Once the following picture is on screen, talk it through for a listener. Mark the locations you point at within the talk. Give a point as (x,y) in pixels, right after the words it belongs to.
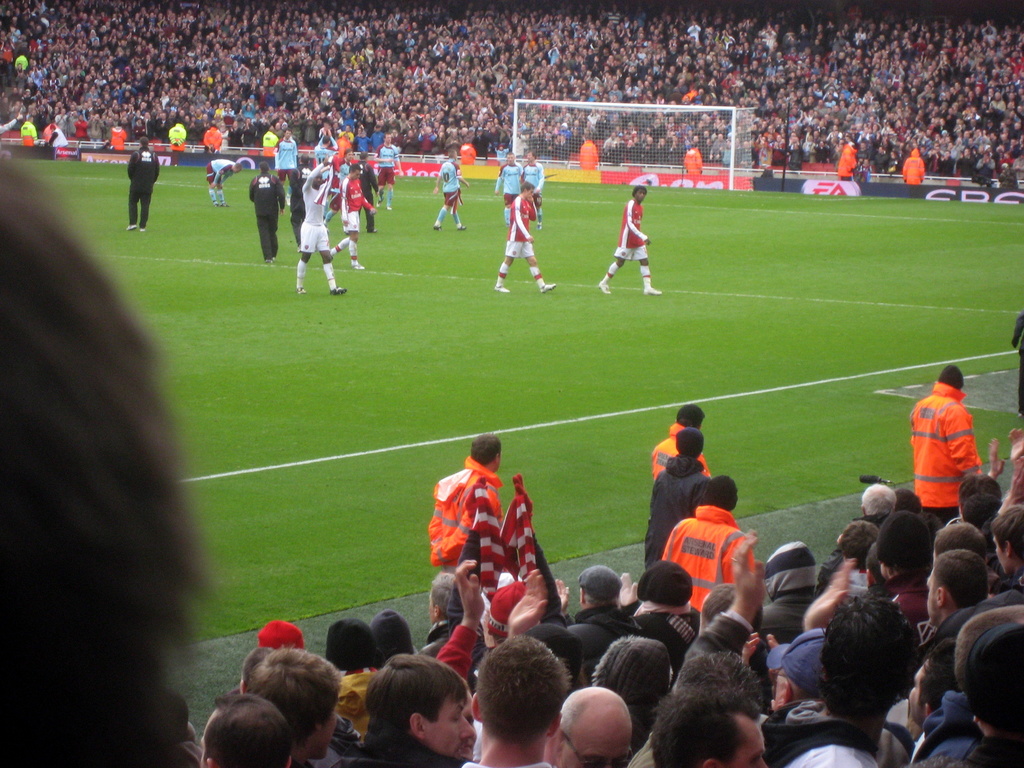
Here we can see group of people (329,167) on the ground (575,396). There are hoardings (729,173) and a mesh (691,134). In the background (657,72) we can see crowd (1023,156).
